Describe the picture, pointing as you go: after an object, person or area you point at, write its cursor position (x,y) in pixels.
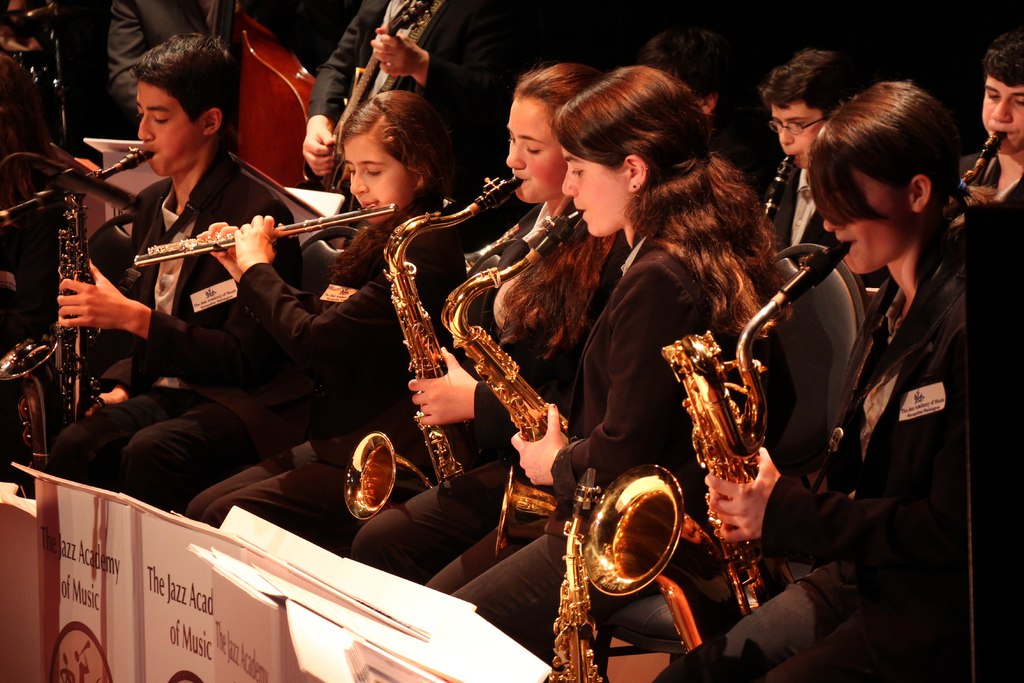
In the foreground of this image (531,600), at the bottom (277,622), there are book holders (277,622) and we can also see people (362,112) sitting and playing musical instruments (724,414) like saxophone (702,431), flute (276,232), guitar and also a double bass (273,53) at the top (273,56).
